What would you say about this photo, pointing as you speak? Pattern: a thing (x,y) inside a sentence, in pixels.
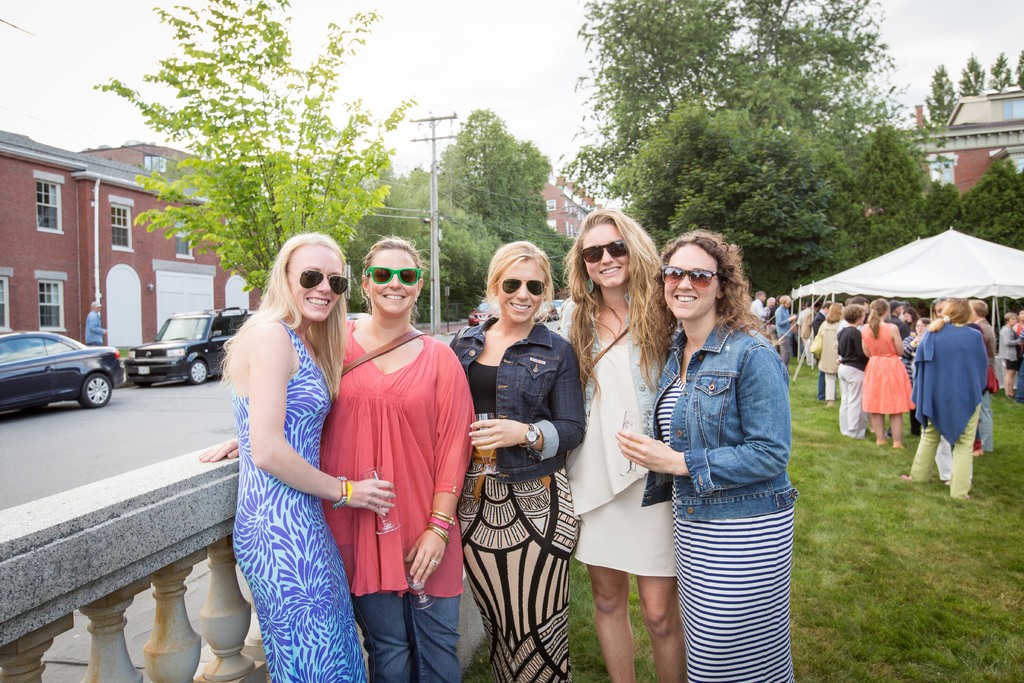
In the picture I can see five woman (575,422) standing and wearing goggles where four among them are holding a glass of drink (482,472) in their hand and there are few other persons (905,342) standing on a greenery ground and there are few trees (829,240), tents (976,261) and a building (937,169) in the right corner (844,209) and there are few vehicles (212,337), buildings (193,265) and trees (334,176) in the background (263,177).
